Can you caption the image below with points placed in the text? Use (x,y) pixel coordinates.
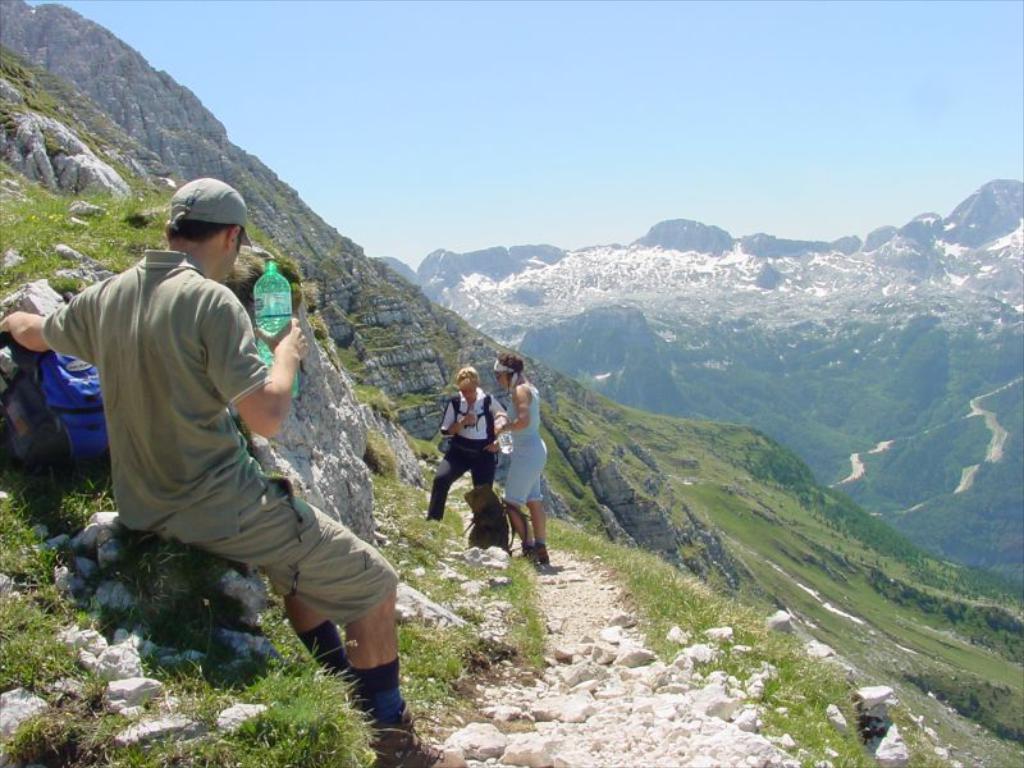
In the center of the image (467,382) there are two ladies (508,357). At the left side of the image (271,406) there is a person (203,267) holding a bottle (259,348). He is wearing a t-shirt (176,258). At the background of the image (722,413) there are mountains (732,413).
